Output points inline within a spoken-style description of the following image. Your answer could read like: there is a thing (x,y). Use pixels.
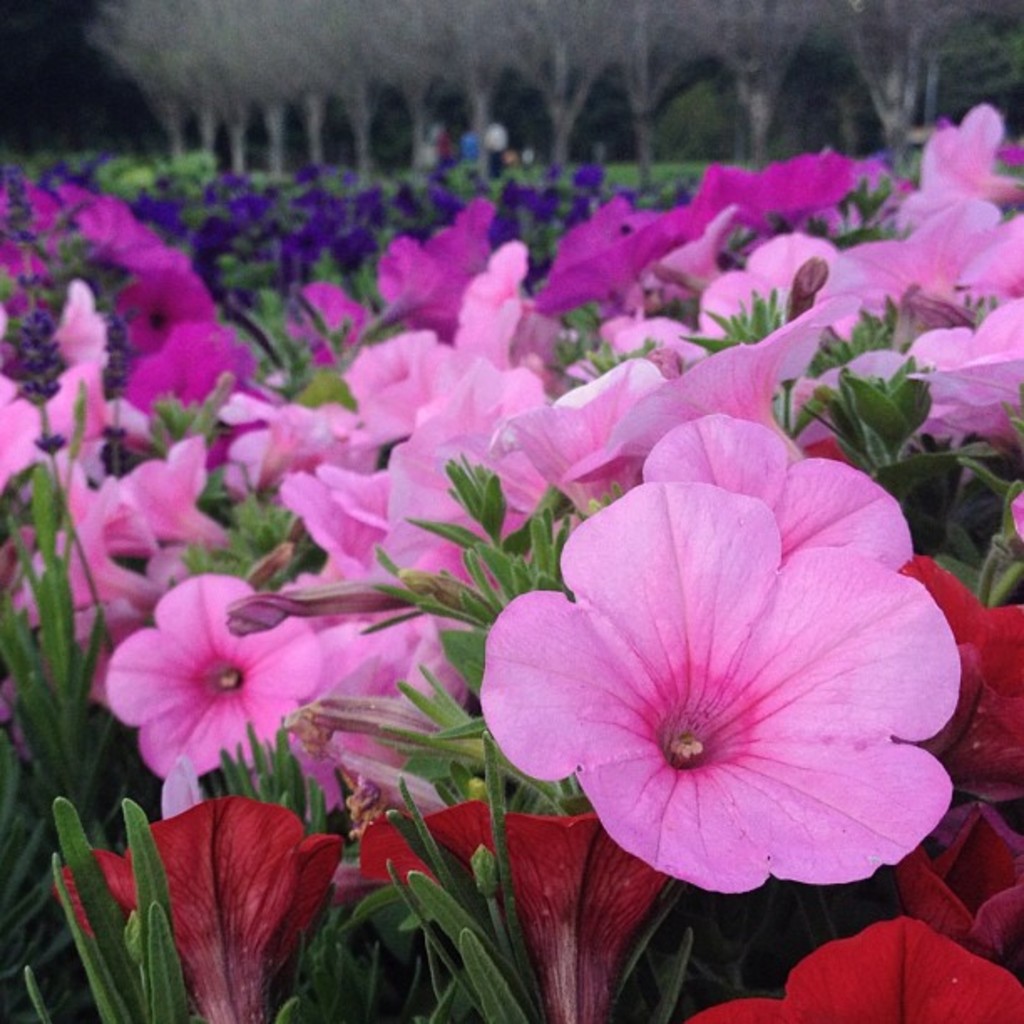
In the image we can see there are lot of flowers (518,739) and background of the image (239,40) is blurred.
